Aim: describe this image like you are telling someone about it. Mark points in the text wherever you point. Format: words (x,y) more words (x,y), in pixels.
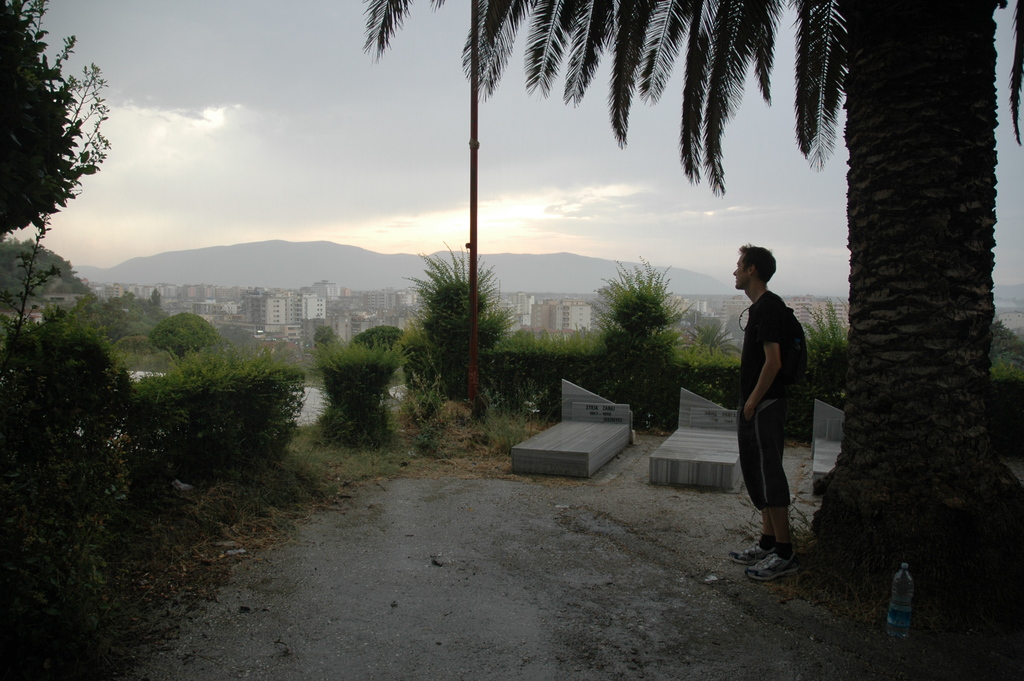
An outside picture. Far there are number of buildings (520,310) and mountain (587,276). This man (763,479) is standing beside the tree (900,78). He is carrying a bag (794,368). In-front of this person (779,357) there are number of plants (458,362). Pole (473,335) is in red color. Sky (483,173) is cloudy.
